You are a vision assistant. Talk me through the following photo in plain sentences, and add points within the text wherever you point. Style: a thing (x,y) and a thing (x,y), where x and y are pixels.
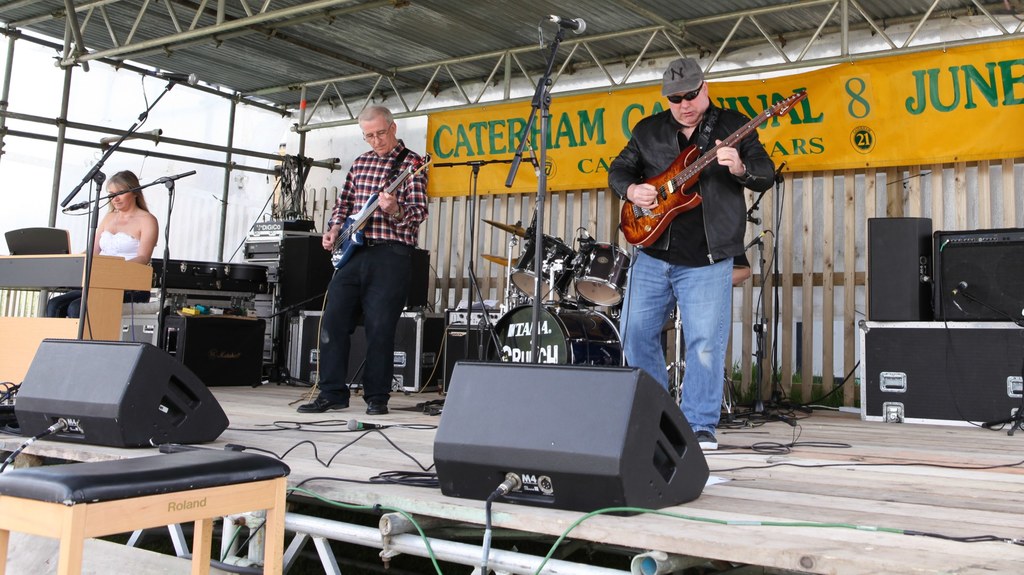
in this image i can see three people (691,227). the person (685,238) at the right (701,212) is playing guitar (688,200) and wearing black jacket (704,219). the person (413,224) at the middle (366,257) is playing guitar (367,216). the person (130,230) at the left (130,223) is wearing white color dress (122,243). behind them there are drums (550,302) and at the back (572,142) there is a banner (927,113) which is named as caterham carnival 8 june.
